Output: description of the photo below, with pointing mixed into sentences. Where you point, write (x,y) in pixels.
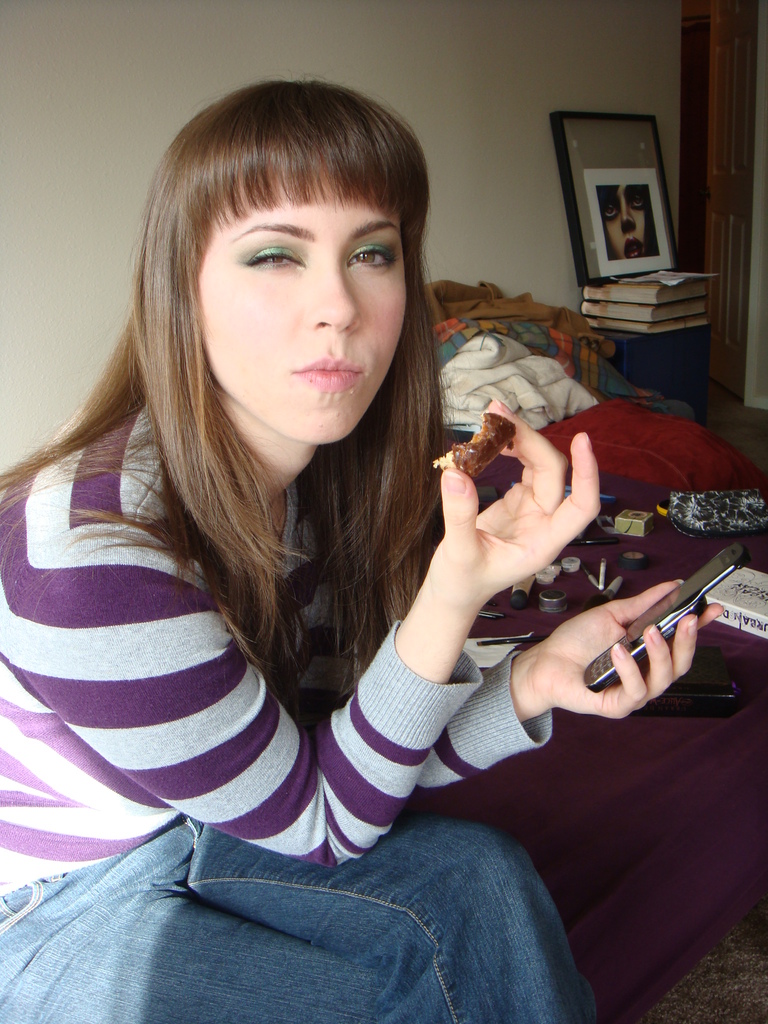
In this image, we can see a person (146,648) wearing clothes (124,732) and sitting on the sofa (587,855). This person (290,808) is holding a phone (606,657) and chocolate (488,448) with her hands (525,505). There is a photo frame (629,138) on books (613,316). There are some clothes (556,395) in front of the wall (506,244).
